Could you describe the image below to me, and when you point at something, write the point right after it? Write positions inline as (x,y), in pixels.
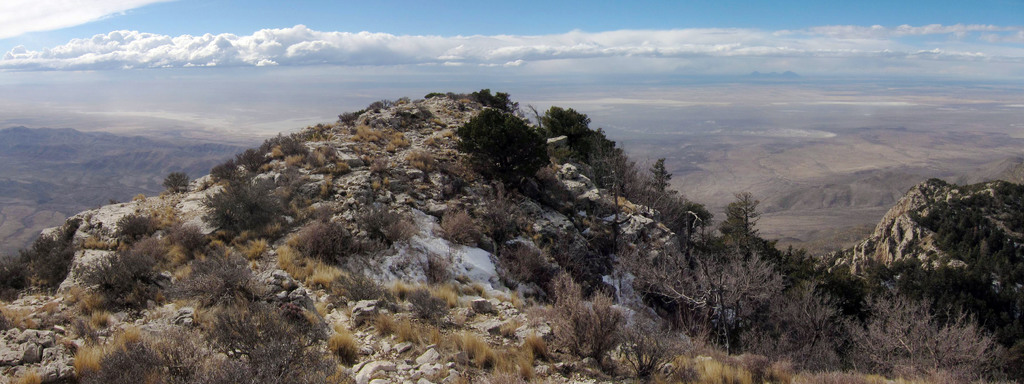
In this image we can see hills (423,183) with trees (946,234), plants (510,261), grass (497,354) and stones (515,345). In the background (302,46) there is sky (531,42) with clouds (537,40).
